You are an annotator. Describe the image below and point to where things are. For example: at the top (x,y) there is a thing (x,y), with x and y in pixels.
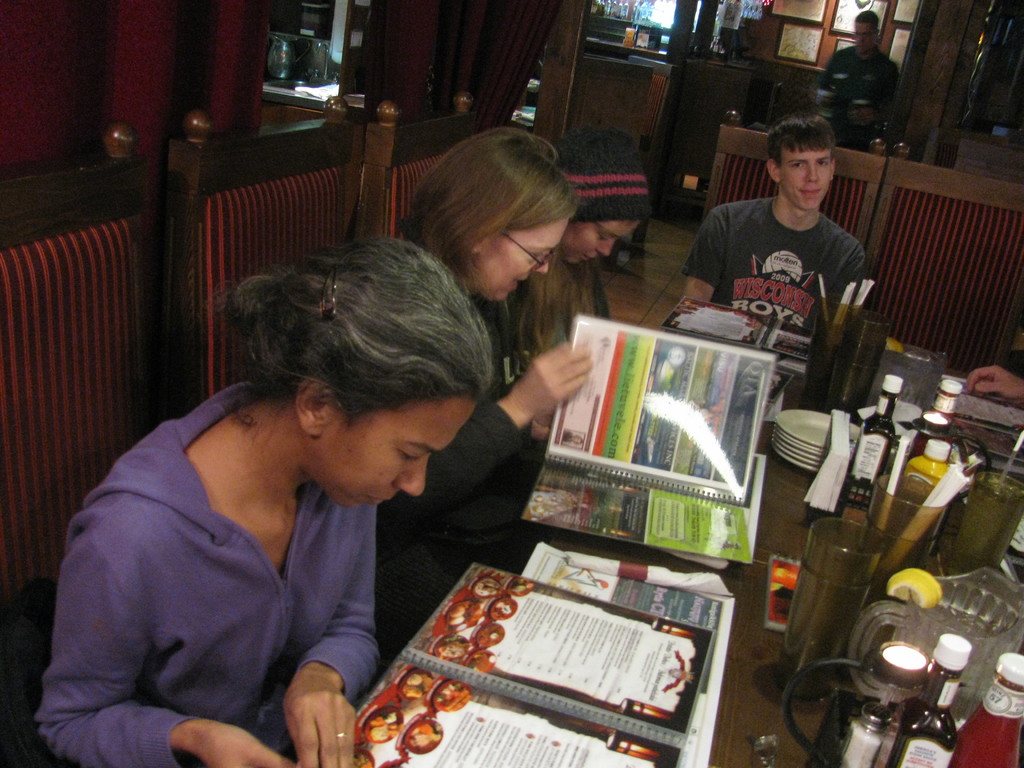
In this image we can see there are people (712,290) sitting on the chair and holding a book (552,646). And there is another person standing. There is a table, on the table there are bottles (917,442), glasses (846,593), jars (971,646), paper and a few objects (896,655). And at the back (370,58) there are curtains (472,85) and frames (786,54) attached to the wall (799,67).
